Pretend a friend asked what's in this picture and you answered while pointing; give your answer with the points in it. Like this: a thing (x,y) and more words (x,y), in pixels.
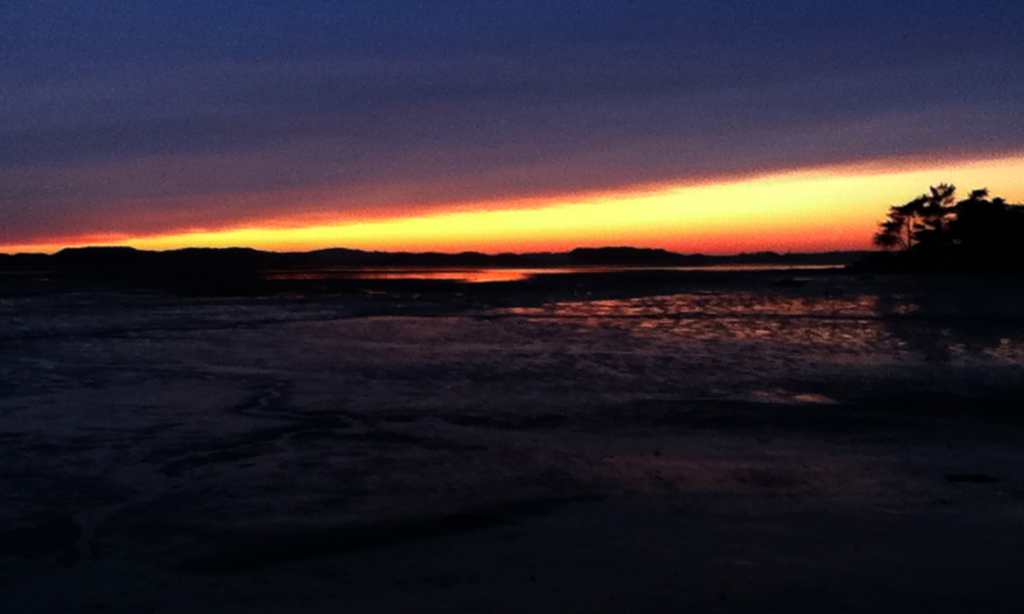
In this picture there is a tree (912,244) on the right side of the image (1003,225), this image, includes sunset view (985,186) in the image.
